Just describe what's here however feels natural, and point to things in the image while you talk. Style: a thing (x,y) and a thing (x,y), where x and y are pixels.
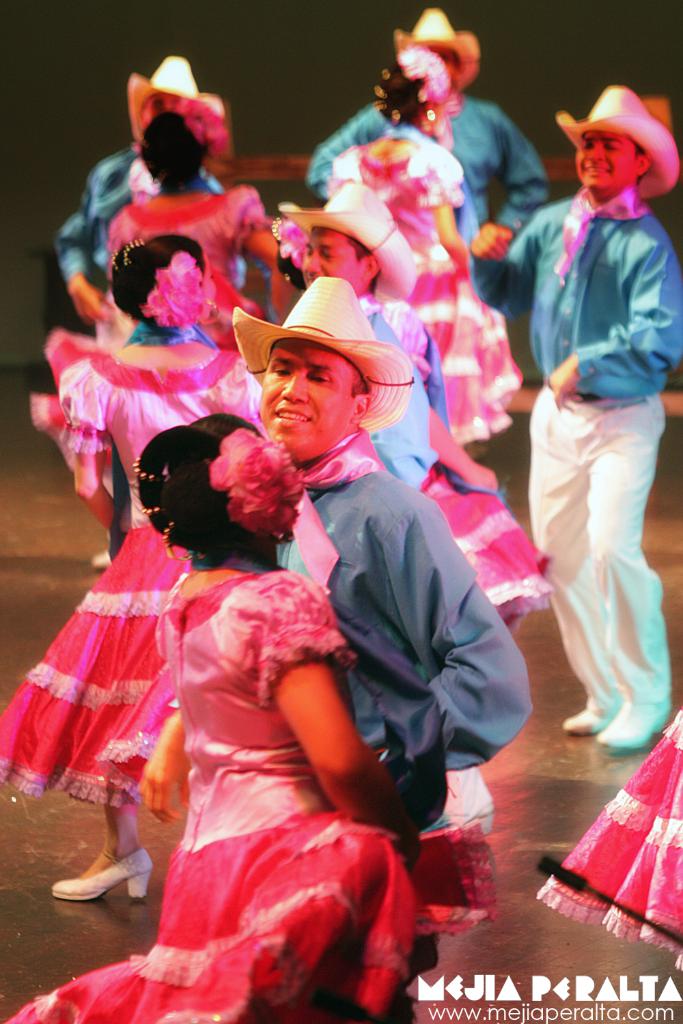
In the center of this picture (267,419) we can see the group of persons (563,297) wearing blue color shirts (481,122), hats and seems to be dancing and we can see the group of persons (206,189) wearing pink color frocks (152,561) and seems to be dancing on the floor (530,842). In the bottom right corner (561,1002) we can see the text (579,990) on the image.
